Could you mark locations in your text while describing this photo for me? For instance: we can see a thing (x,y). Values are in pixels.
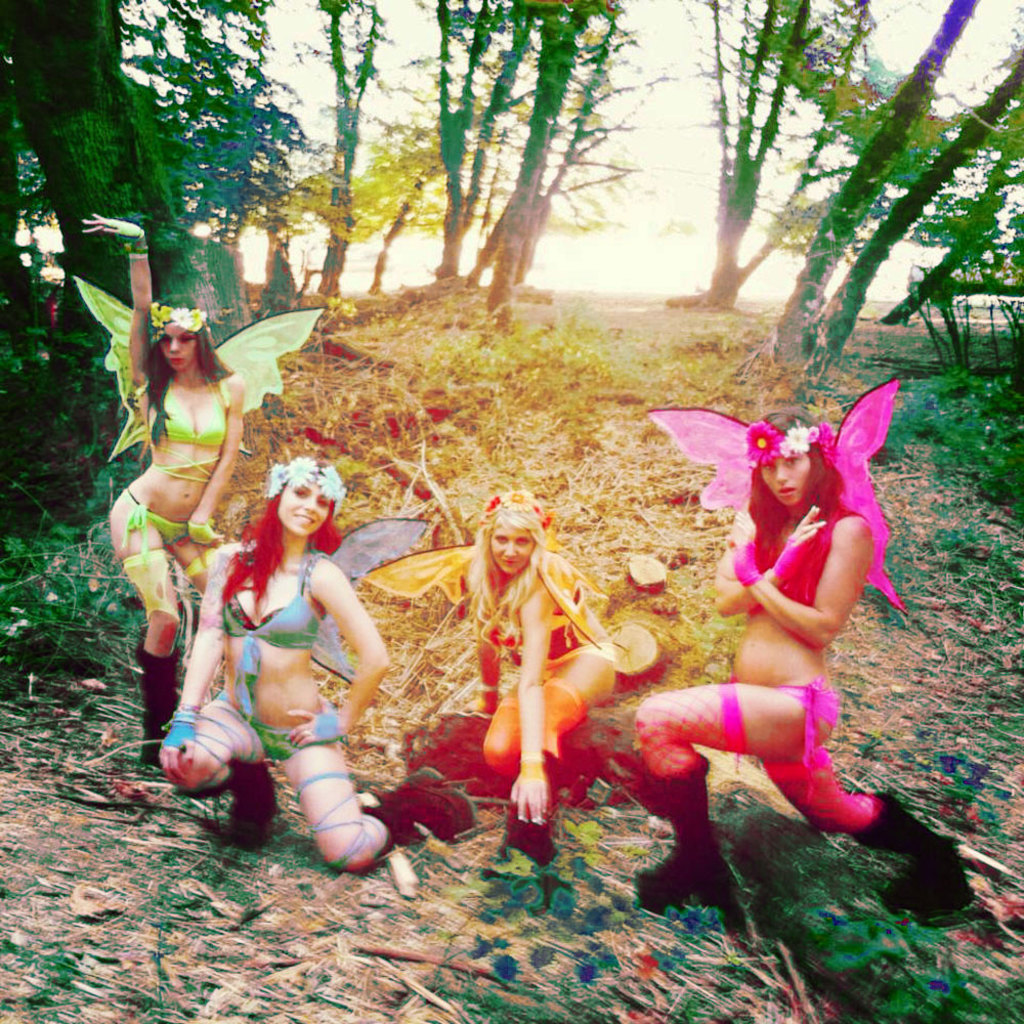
In this image I can see four women (272,628) who are dressed in green, blue, yellow and pink in color are on the ground (594,809). I can see some grass (987,456), few trees (155,164) and the ground (967,486). In the background (617,250) I can see the sky (553,232).
